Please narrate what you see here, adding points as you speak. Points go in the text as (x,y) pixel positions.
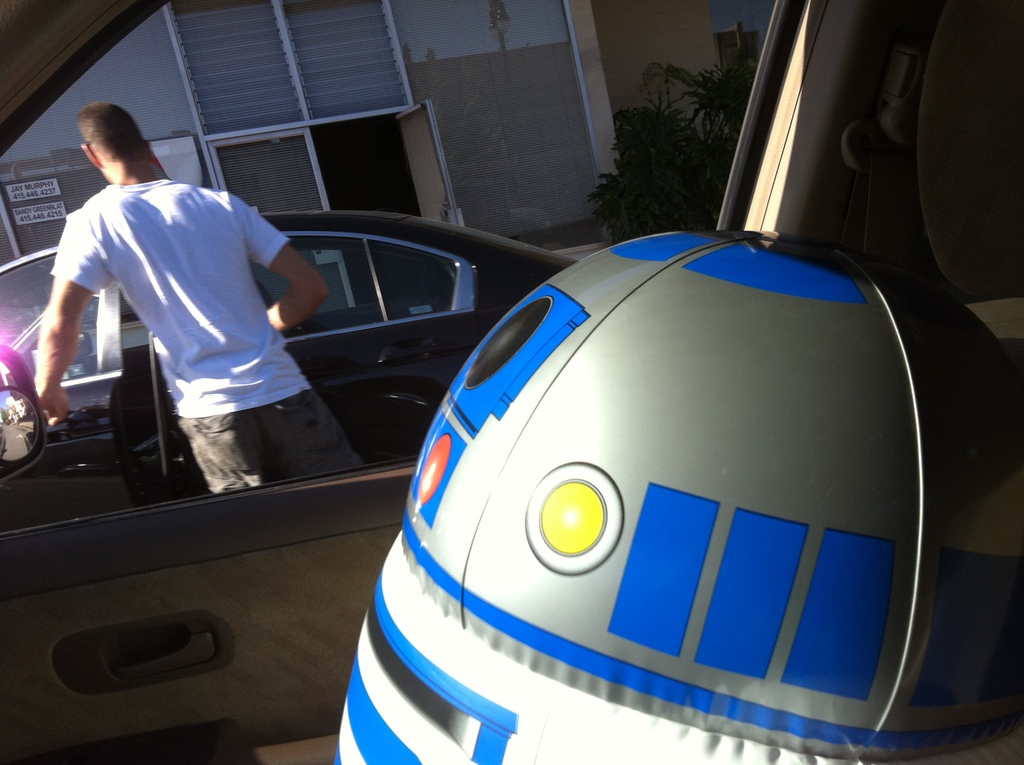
In this image I can see an object (537,611) inside the vehicle (306,685). To the side I can see the person (199,404) and a vehicle (298,332). In the background (536,191) I can see the plants (633,190) and the building (282,72) with boards (32,209).
